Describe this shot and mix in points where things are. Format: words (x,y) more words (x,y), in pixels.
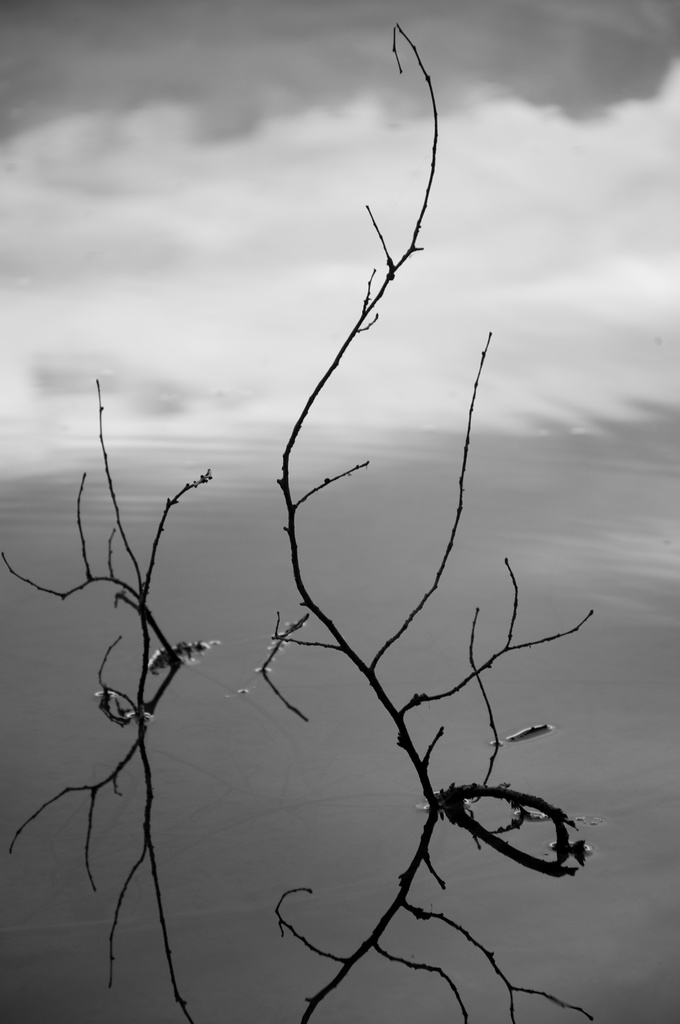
In the foreground of this image (457,493), we can see water body (502,528) and few stems (298,563) in the water (317,549). On the top (233,103), we can see the sky (194,143) and the cloud (152,174).
